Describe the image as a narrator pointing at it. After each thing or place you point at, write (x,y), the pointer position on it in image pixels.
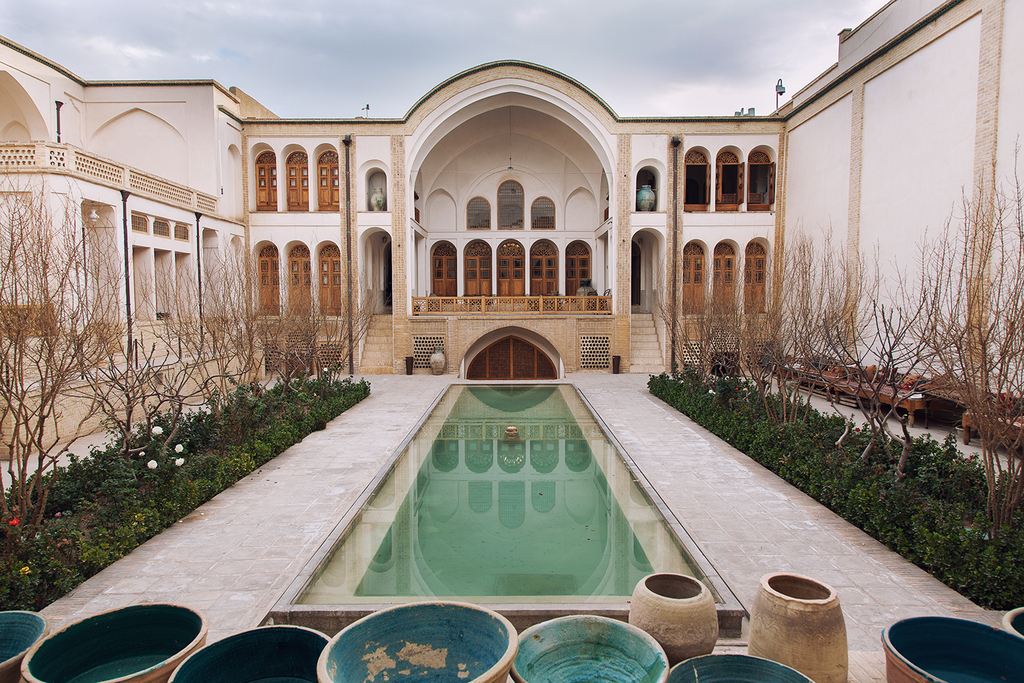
In this image there is a building (821,173) and we can see trees (860,373). At the bottom (672,630) there are vases (778,610) and we can see pots (185,618). There are flowers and shrubs (317,399). There is a pool (475,457). In the background (376,81) we can see the sky (459,49).
